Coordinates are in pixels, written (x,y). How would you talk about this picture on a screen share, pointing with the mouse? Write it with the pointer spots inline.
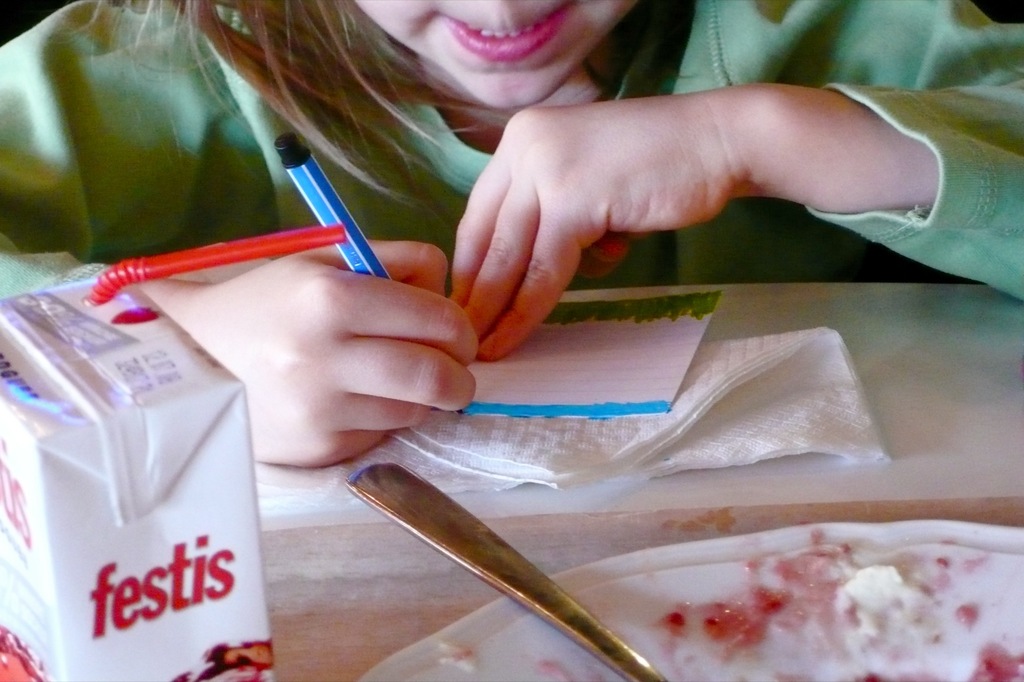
In this image there is a girl (456,339) holding a pen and writing something on the paper (574,373), there is a table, on the table (751,531) there are some food item (778,574) and a spoon (603,647) on the plate (807,658), a tissue paper (713,432) and an object (174,446).
